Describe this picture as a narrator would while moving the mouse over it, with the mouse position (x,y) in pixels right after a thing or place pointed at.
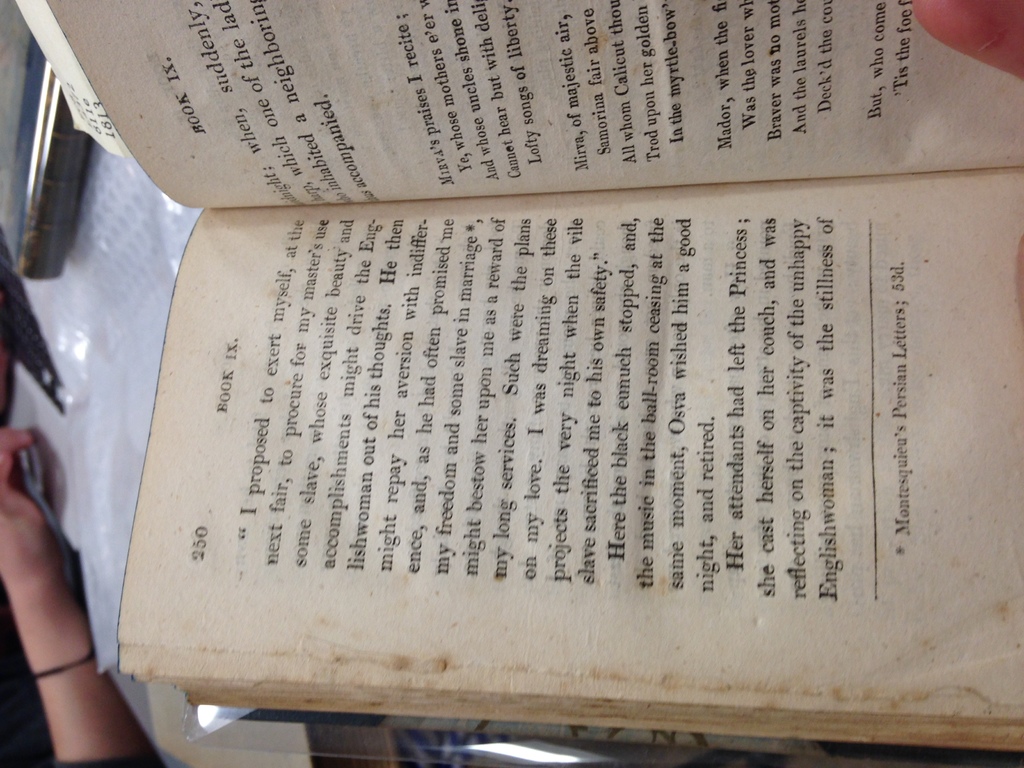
In the picture i can see pages (490,331) of a book (641,311) in which there are some words (518,266) written.
